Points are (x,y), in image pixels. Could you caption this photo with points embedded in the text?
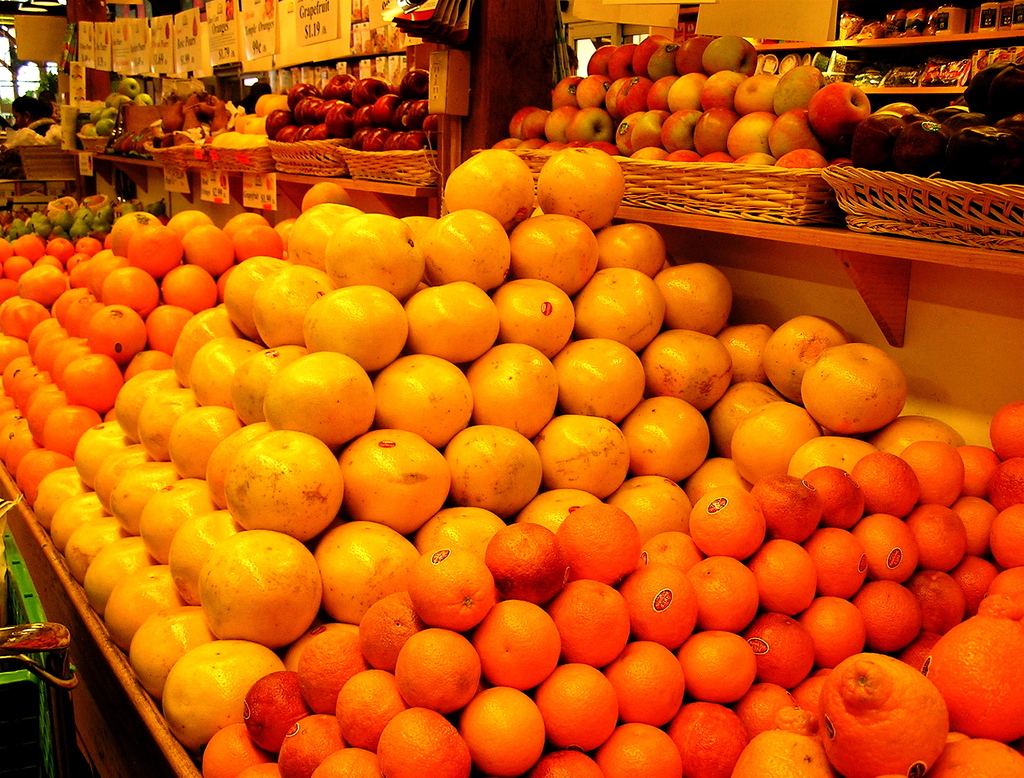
This picture is looking like a picture of fruit (470,406) a stall (476,397) and there are some baskets (634,159) which are holding fruits (1000,165). Here I can see some apples (642,77), some green apples (111,106) and some oranges (131,281) and I can see some tags (95,60) hanging over here with the labels (151,31) of the fruit names (184,32) and I can see some fruits (922,10) packed inside the packets (868,22) at the back of this fruit baskets (846,95).
